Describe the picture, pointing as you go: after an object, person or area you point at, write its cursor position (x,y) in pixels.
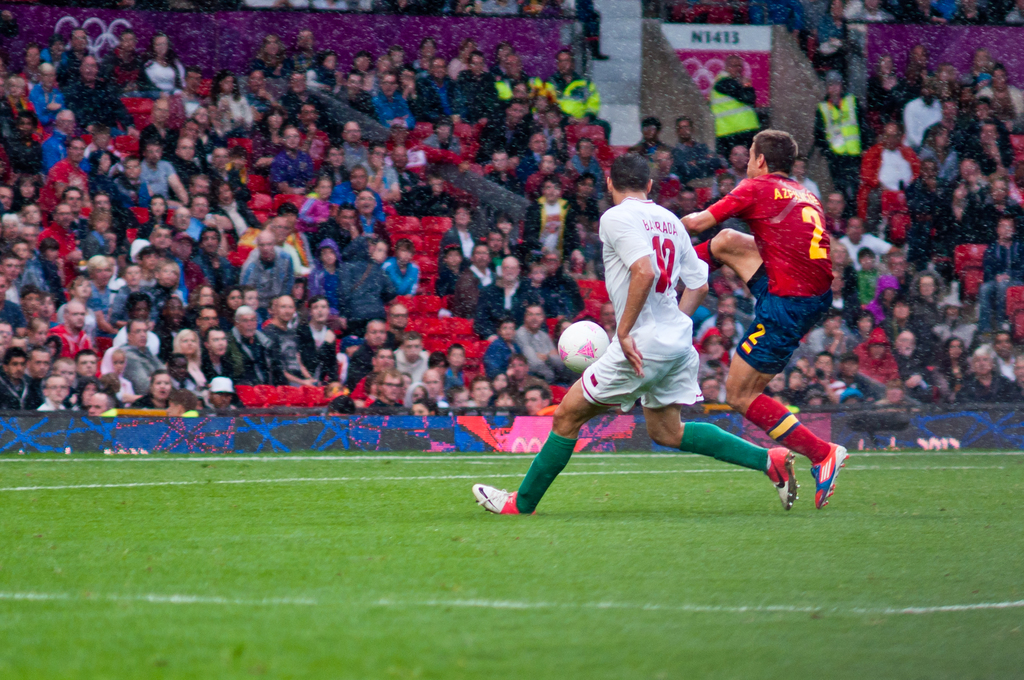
In the foreground (667,408) I can see two persons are playing football on the ground (618,592). In the background (187,257) I can see a crowd (523,153), fence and boards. This image is taken may be on the ground (423,583).
